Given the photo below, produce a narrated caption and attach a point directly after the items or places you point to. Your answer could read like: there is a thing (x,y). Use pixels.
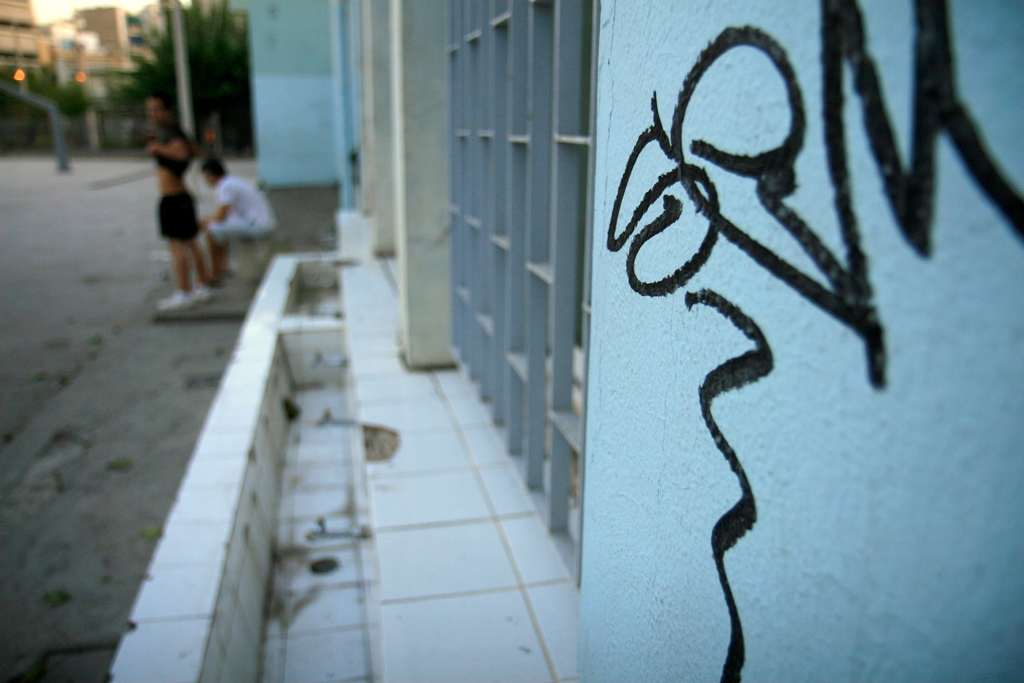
In this picture there is a window (557,38) in the center of the image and there are buildings (87,74) and trees (215,49) in the top left side of the image (127,90).
